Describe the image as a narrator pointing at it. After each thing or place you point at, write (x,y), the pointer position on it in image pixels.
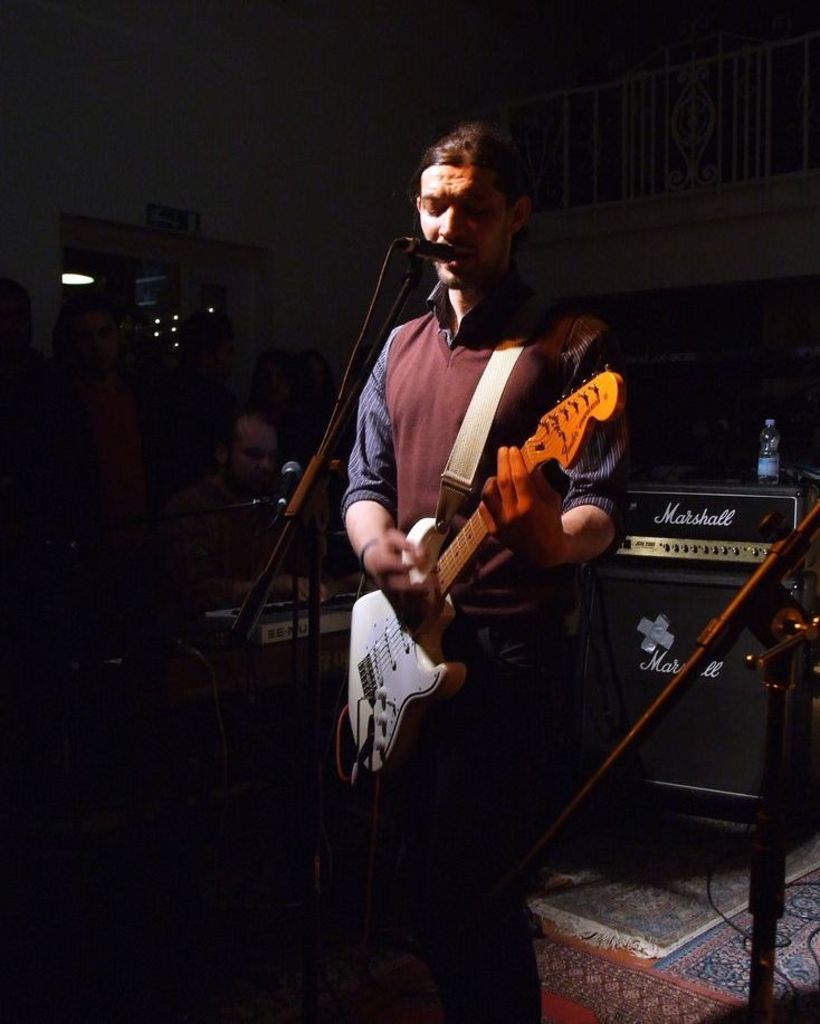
In this picture, In the middle (542,618) there is a man (544,616) standing and he is holding a music instrument (464,554) which is in white color and he is singing in the microphone (457,260), In the background (100,545) there are some people (135,514) standing and in the right side (726,743) there is a black color box (695,723) and there is a bottle (763,472) kept on the box (742,510).
